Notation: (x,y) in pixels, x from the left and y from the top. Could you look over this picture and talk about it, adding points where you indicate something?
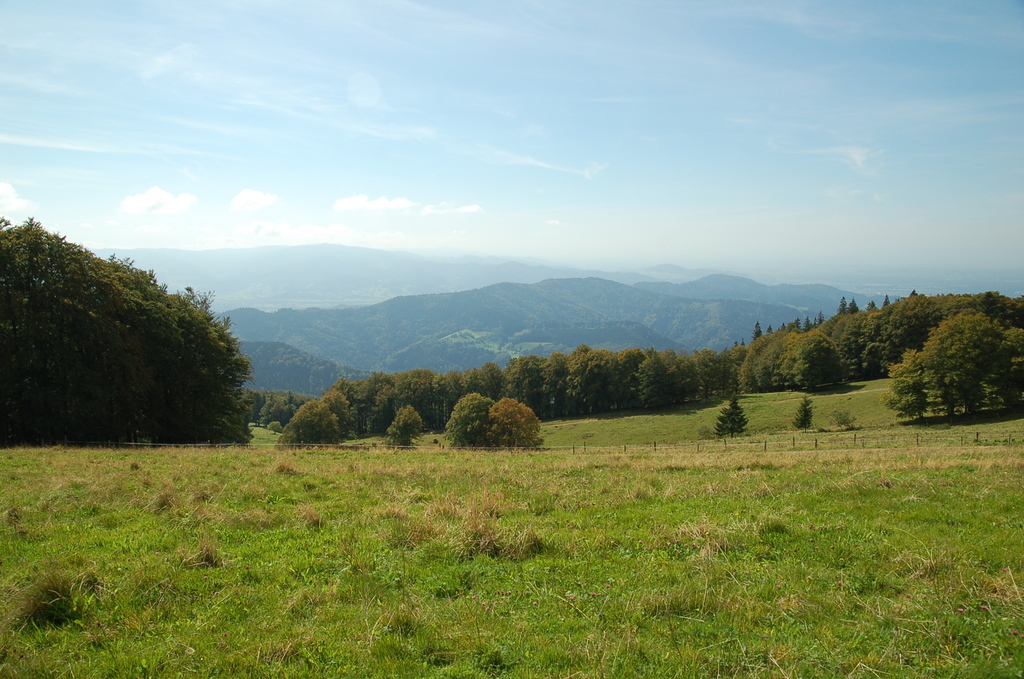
In the foreground of this image (472,453), there is a grassland (690,462). In the background (558,368), there are trees (70,300), mountains (502,263) and the sky (446,126).
